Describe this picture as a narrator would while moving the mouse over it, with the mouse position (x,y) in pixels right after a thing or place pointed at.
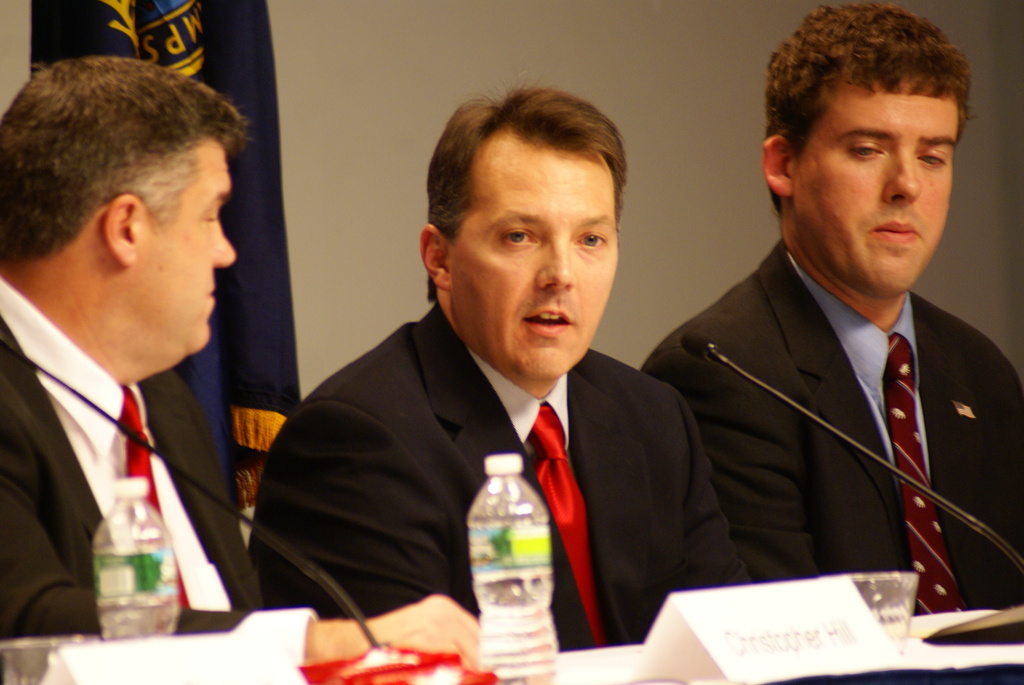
In this image, we can see people (505,427) sitting and wearing coats (788,429) and ties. In the background (255,380), there is a cloth (146,36) and there is a wall (601,66). At the bottom (152,584), there are bottles (536,618), boards (664,620), glasses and mics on the table (630,667).
